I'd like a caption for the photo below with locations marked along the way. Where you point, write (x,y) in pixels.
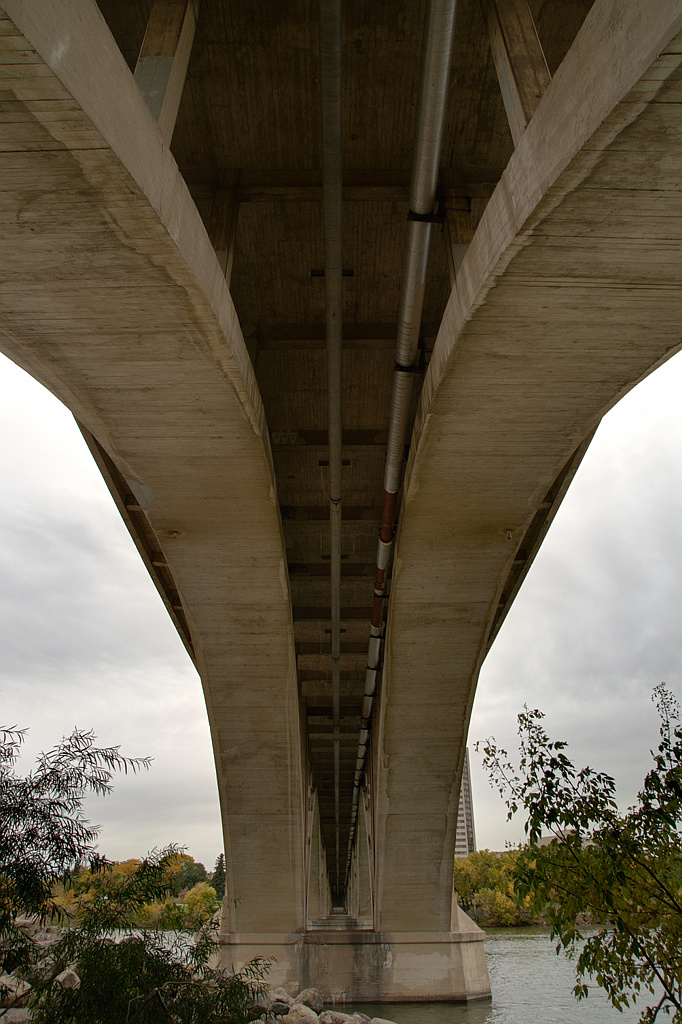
At the bottom of the image (534,999) we can see river (542,990) and trees (95,934). In the center (230,653) there is a bridge (254,799). In the background (70,683) there is sky (614,604).
